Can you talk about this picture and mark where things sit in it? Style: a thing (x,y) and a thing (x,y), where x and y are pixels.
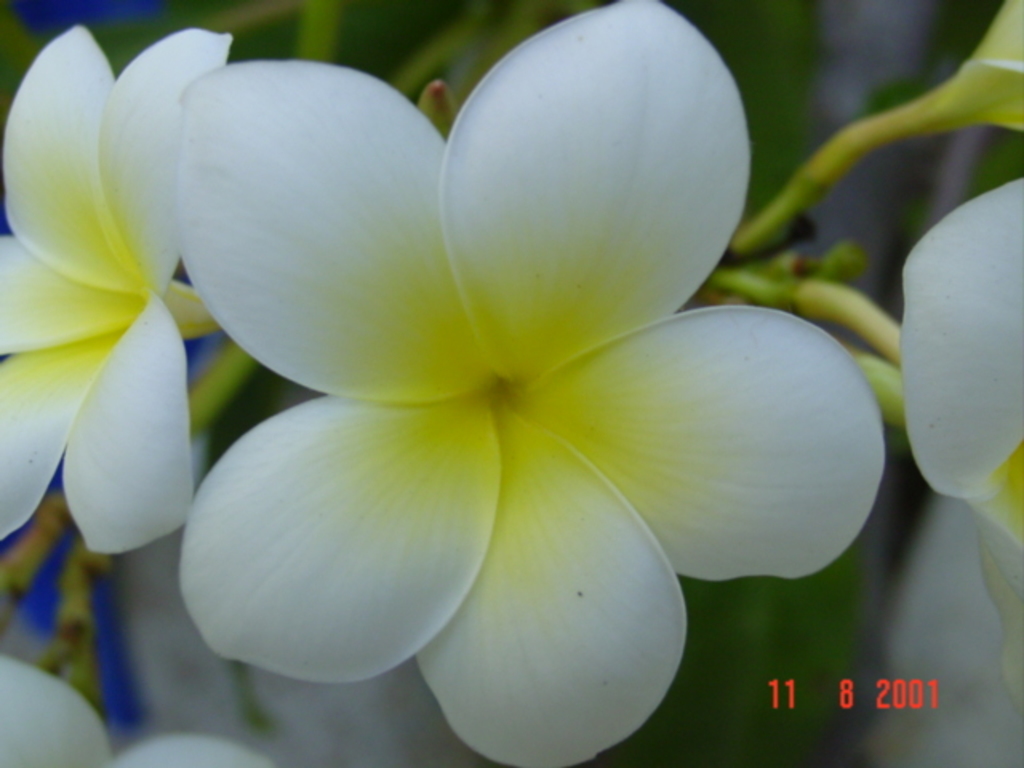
In this image, we can see a plant (446,89) with flowers (416,237) and buds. At the bottom (776,690), there is some text (792,703).
